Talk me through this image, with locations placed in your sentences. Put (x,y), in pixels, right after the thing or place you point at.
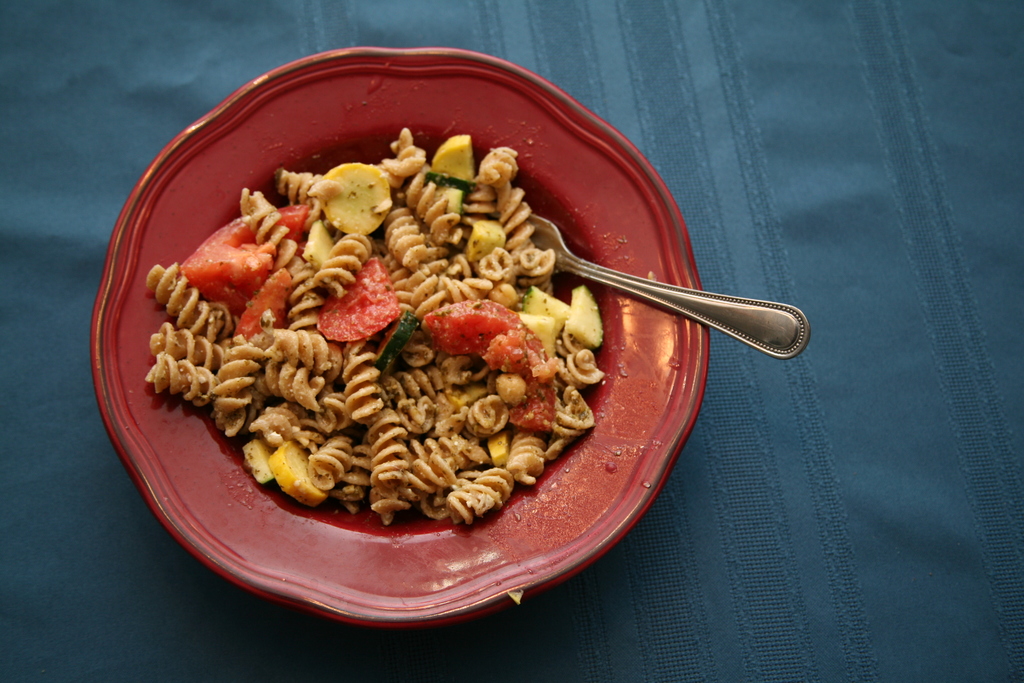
In this image there are food items (437,416) and a spoon (710,305) in a bowl (489,120) which was placed on the blue color cloth (825,536).
